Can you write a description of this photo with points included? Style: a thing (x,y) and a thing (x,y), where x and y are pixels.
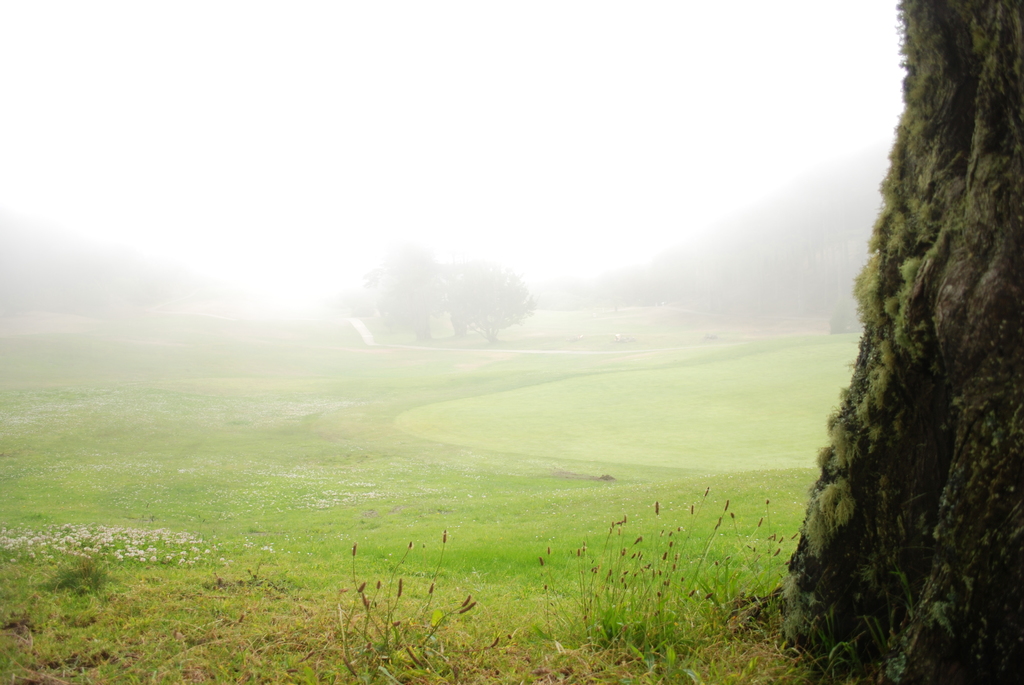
In this image we can see trees (921,486), plants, grass (215,572), hills (800,240) and sky (588,255).
